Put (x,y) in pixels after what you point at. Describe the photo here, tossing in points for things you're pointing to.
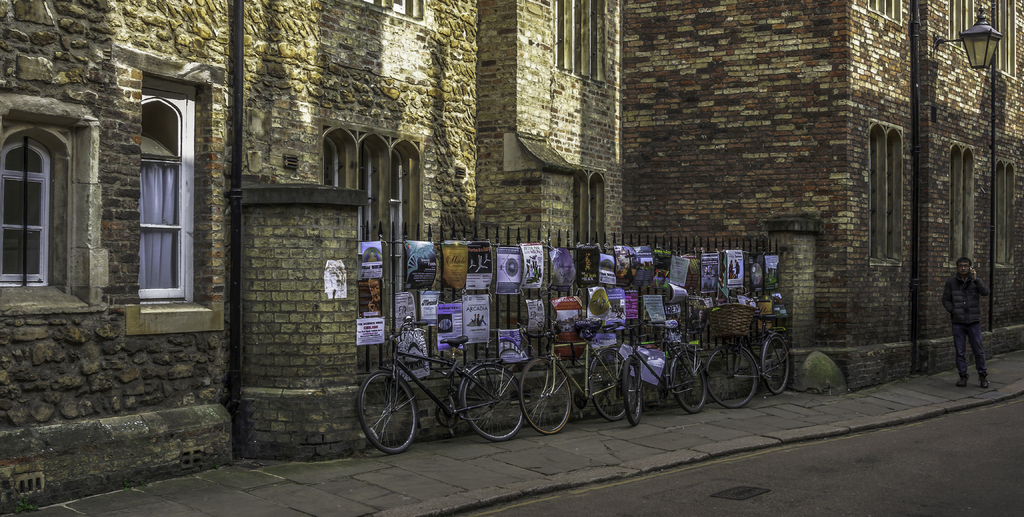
In this image in the center (674,336) there are some cycles (390,363) and railing (529,289), on the railing (382,284) there are some posters (681,276) and on the right side (973,285) there is one person (988,292) standing on a pavement (651,452). In the background (880,22) there are buildings (609,217), poles (989,329) and light (979,60).
